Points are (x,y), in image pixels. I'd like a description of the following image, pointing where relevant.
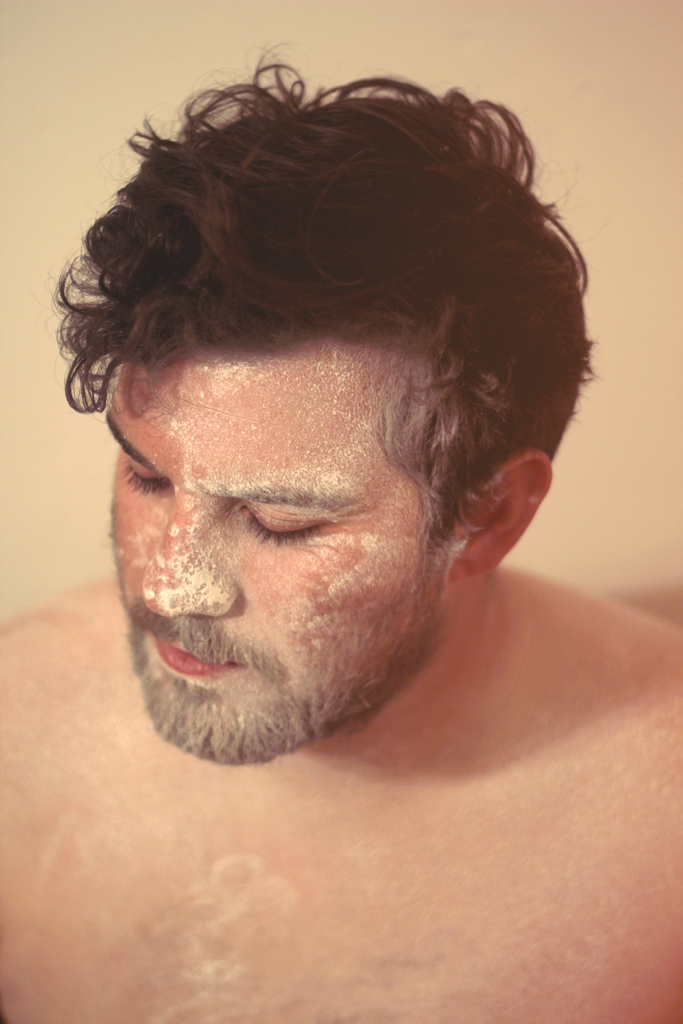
In this image we can see a man (309,301).
